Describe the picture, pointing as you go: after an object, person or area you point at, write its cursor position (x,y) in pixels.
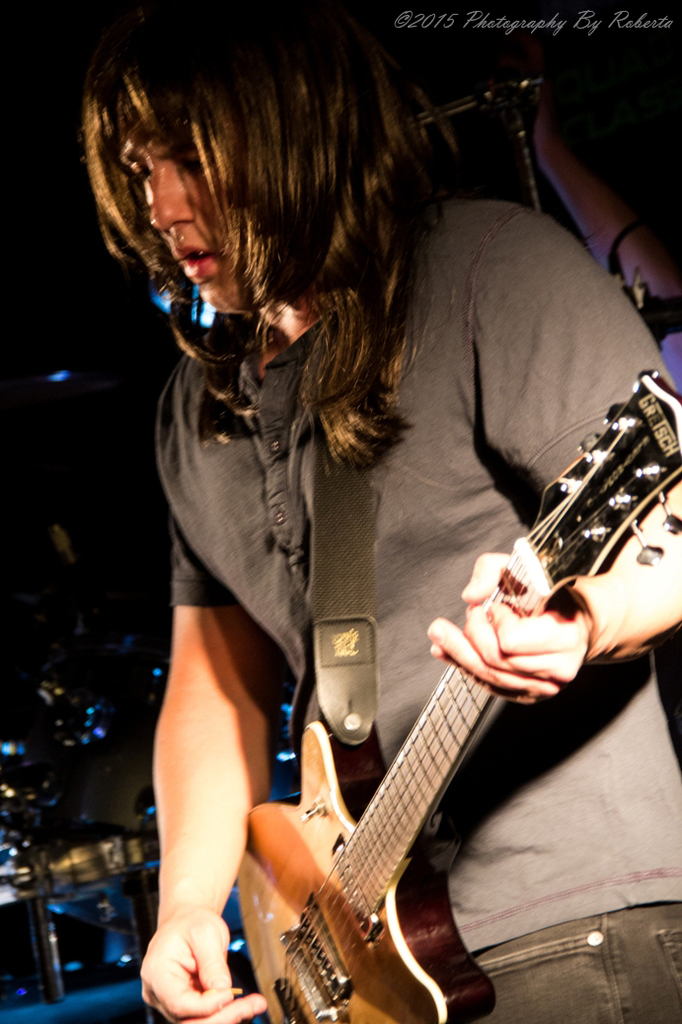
In this image I see a man (679,487) who is standing and holding a guitar (645,419).
